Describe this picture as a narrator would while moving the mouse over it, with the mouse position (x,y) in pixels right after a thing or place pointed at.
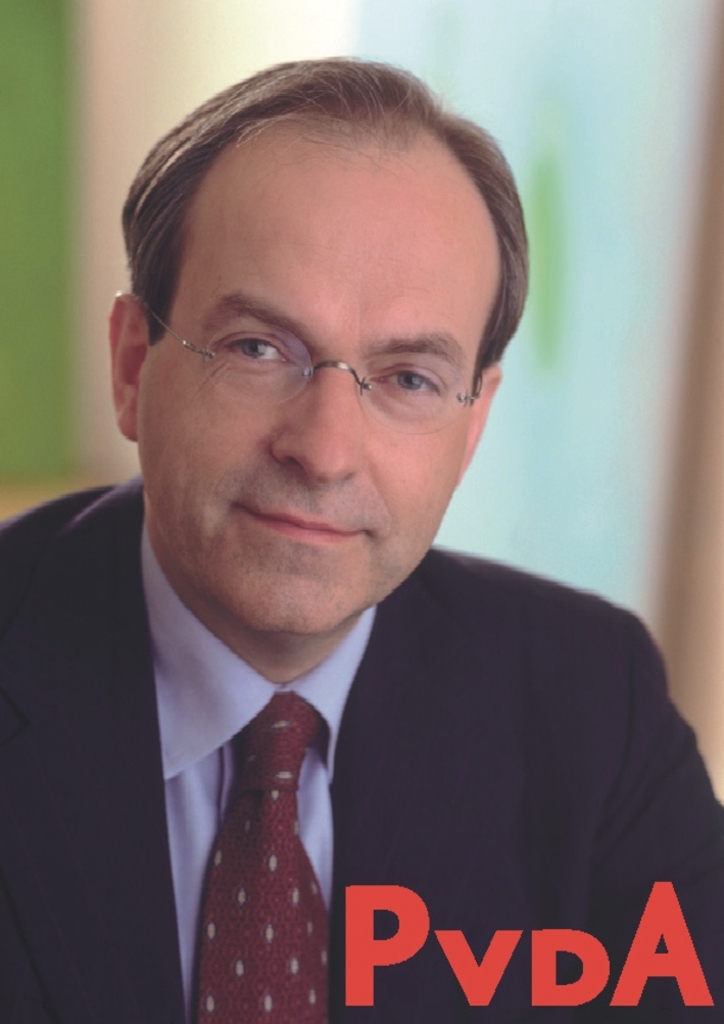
In this image I can see a person (295,585) wearing shirt (203,723), tie (225,846) and black colored blazer (19,635). I can see the blurry background (49,462).
